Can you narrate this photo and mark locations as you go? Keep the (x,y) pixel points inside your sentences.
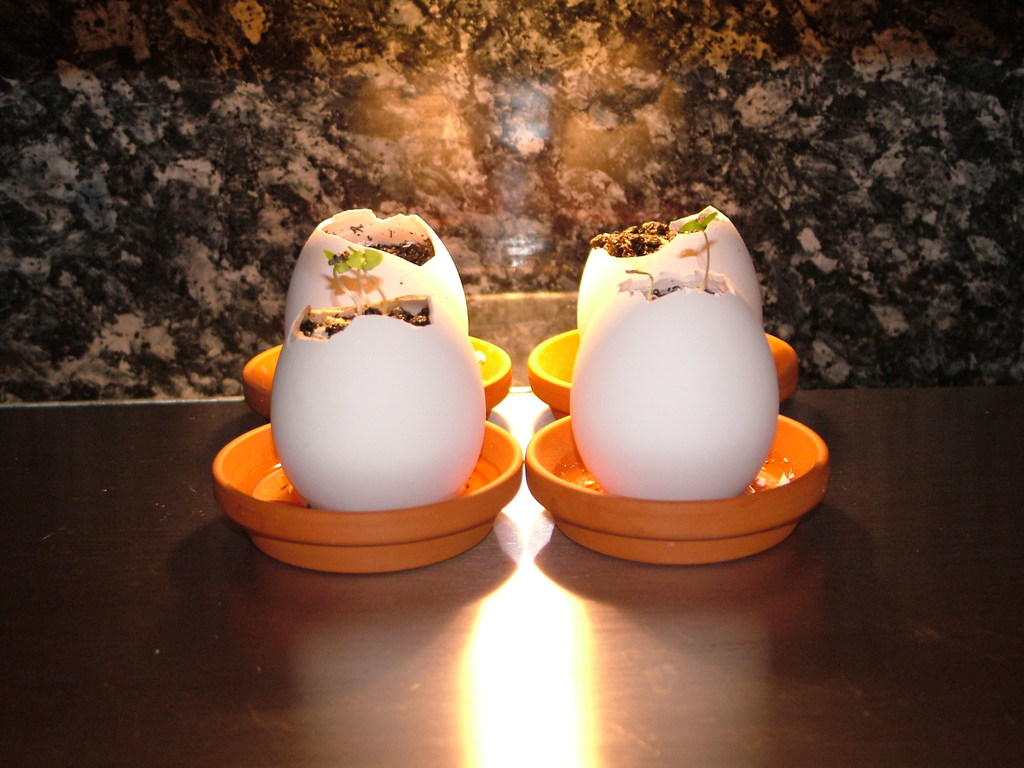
In this picture we can see egg shells (289,355) with soil (645,228) and plants (353,289) in it and these egg shells (447,357) are placed in bowls (504,383) and these bowls (489,380) are placed on a surface (548,526) and in the background (151,179) we can see the wall (482,96).
